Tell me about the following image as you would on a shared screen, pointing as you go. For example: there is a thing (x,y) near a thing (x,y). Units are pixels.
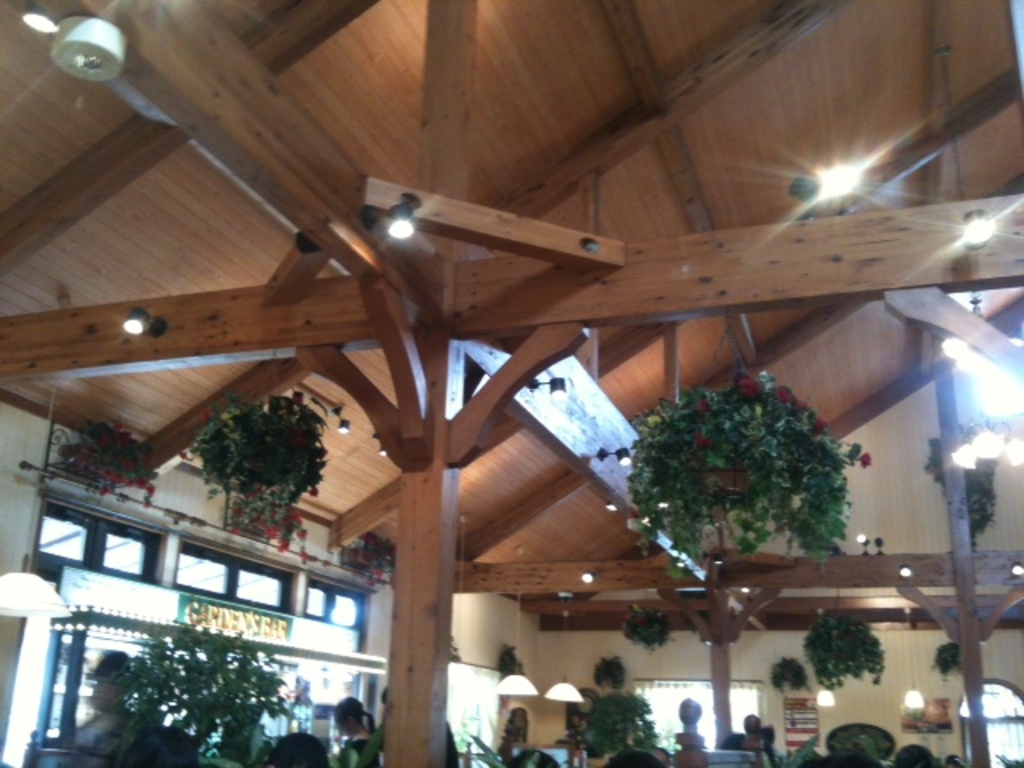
In the image there are wooden poles (818,573) and wooden roof (332,178), under the roof (508,518) there are some plants (676,530), lights (559,688) and few people (647,759).
